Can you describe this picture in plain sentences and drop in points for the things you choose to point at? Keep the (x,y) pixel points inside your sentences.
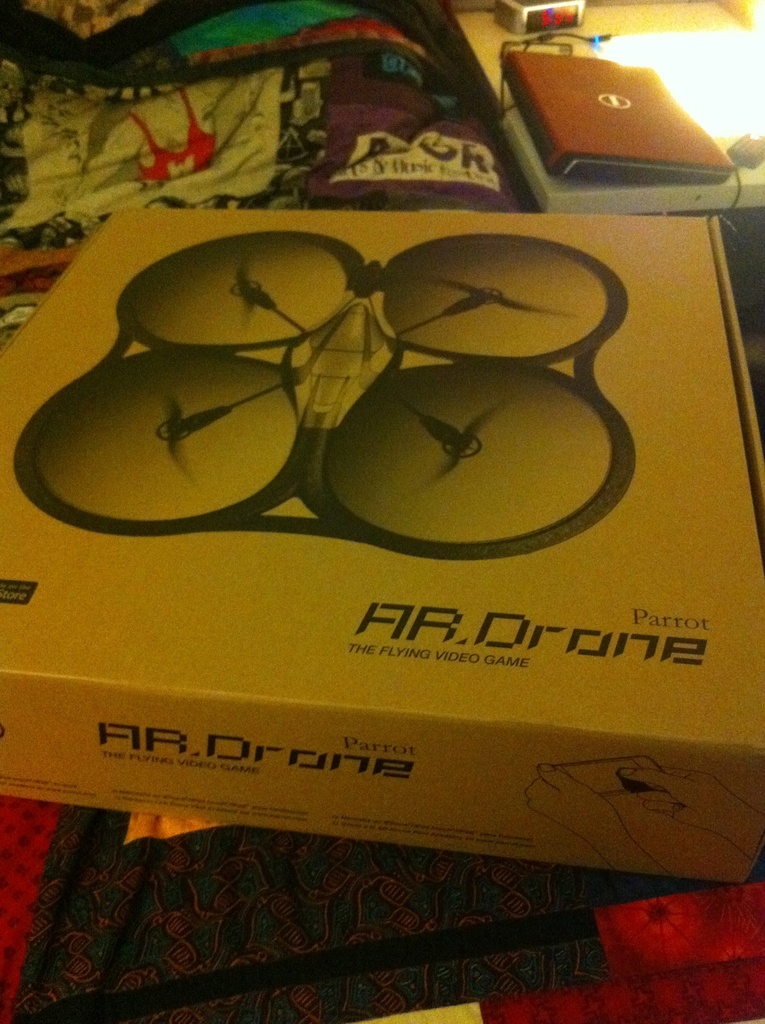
In the foreground (385,569) I can see a box (322,705) on the bed (197,851). On the top (712,194) I can see a table (724,190) on which there is a laptop (674,152), wires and so on. This image is taken in a room (270,621).
